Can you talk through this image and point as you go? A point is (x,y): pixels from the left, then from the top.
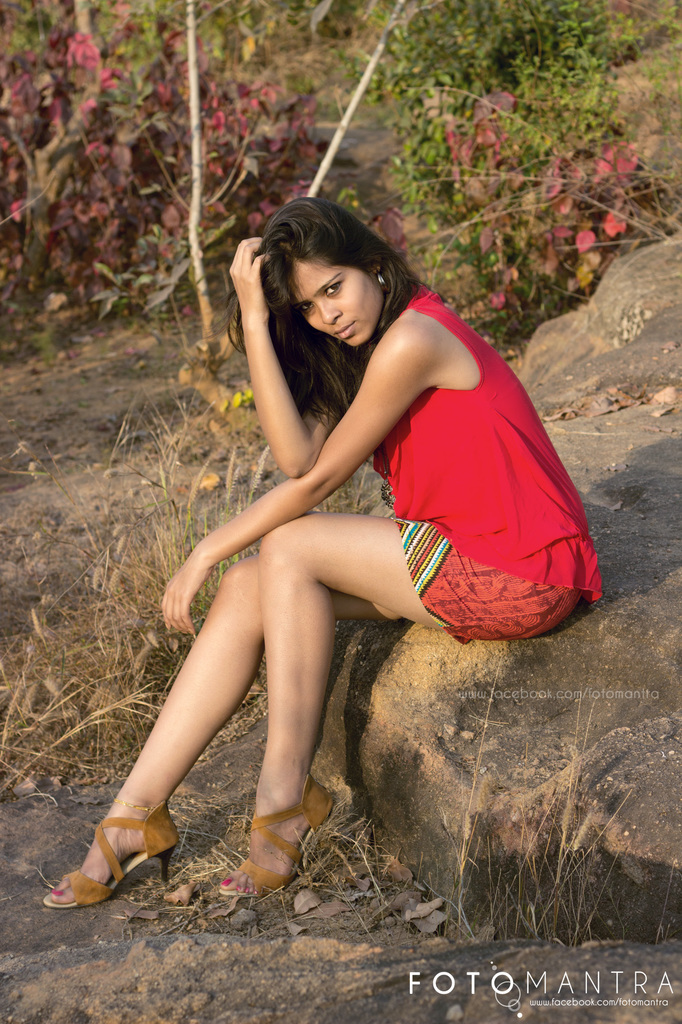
In this picture we can see a woman (258,598) sitting on a rock (651,604), dried leaves (175,895) and in the background (189,87) we can see trees (247,114).
